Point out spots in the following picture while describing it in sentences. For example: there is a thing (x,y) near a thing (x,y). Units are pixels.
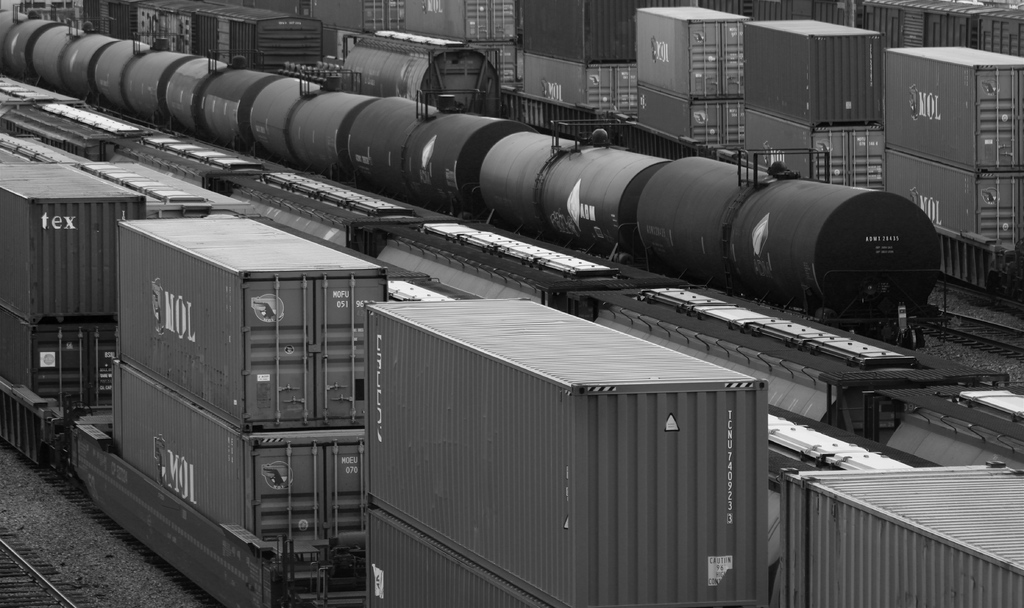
This is a black and white image. In this image we can see containers (421,366), train (855,264), railway track (10,599) and other objects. On the left side (40,578) bottom of the image (15,565) it looks like a railway track (28,592).
